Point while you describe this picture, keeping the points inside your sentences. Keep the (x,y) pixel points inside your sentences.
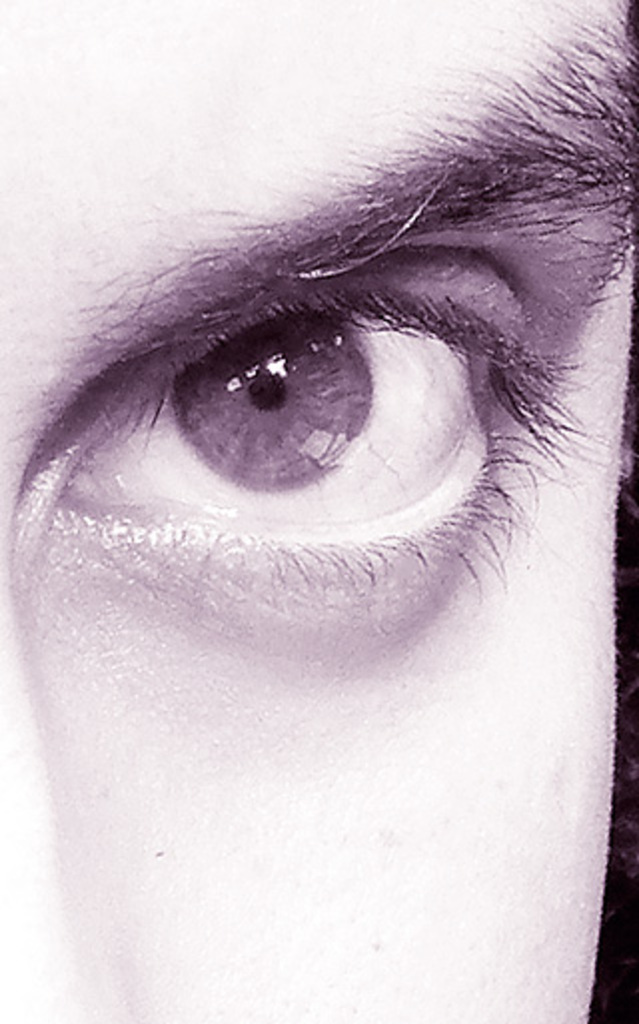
This is a zoomed in picture. In the center (329,520) we can see an eye (271,349) and an eyebrow (215,266) of a person (340,665). On the left corner (49,855) we can see some portion of the nose (31,745).
